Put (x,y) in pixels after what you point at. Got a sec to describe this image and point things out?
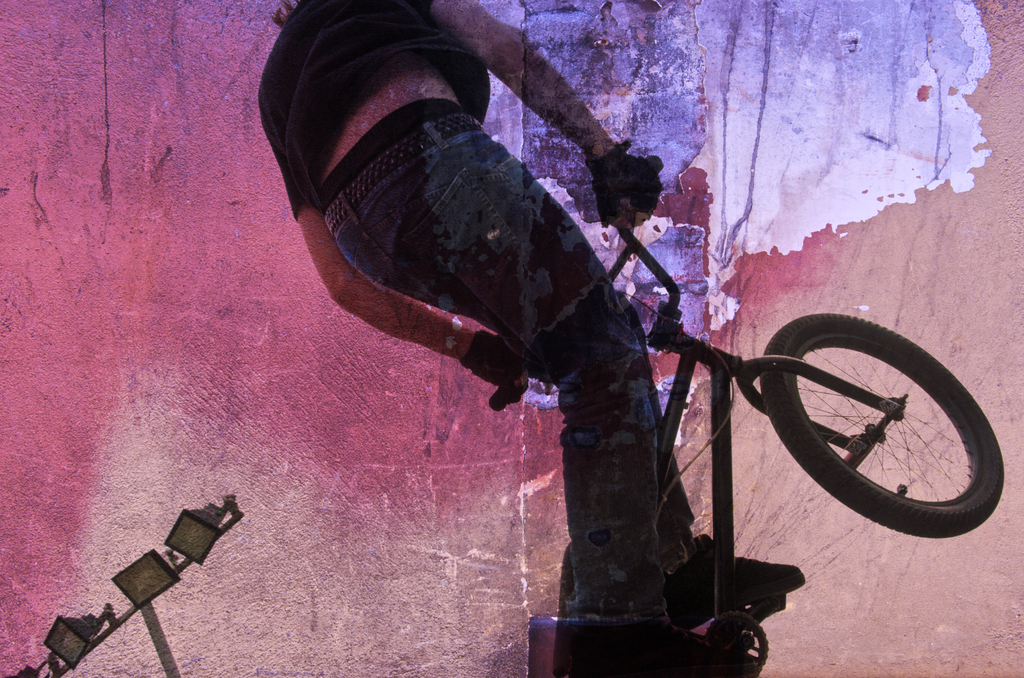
This image is a painting. In this image we can see person (548,283) and cycle (773,391). At the bottom left corner (161,577) we can see lights (202,533).
